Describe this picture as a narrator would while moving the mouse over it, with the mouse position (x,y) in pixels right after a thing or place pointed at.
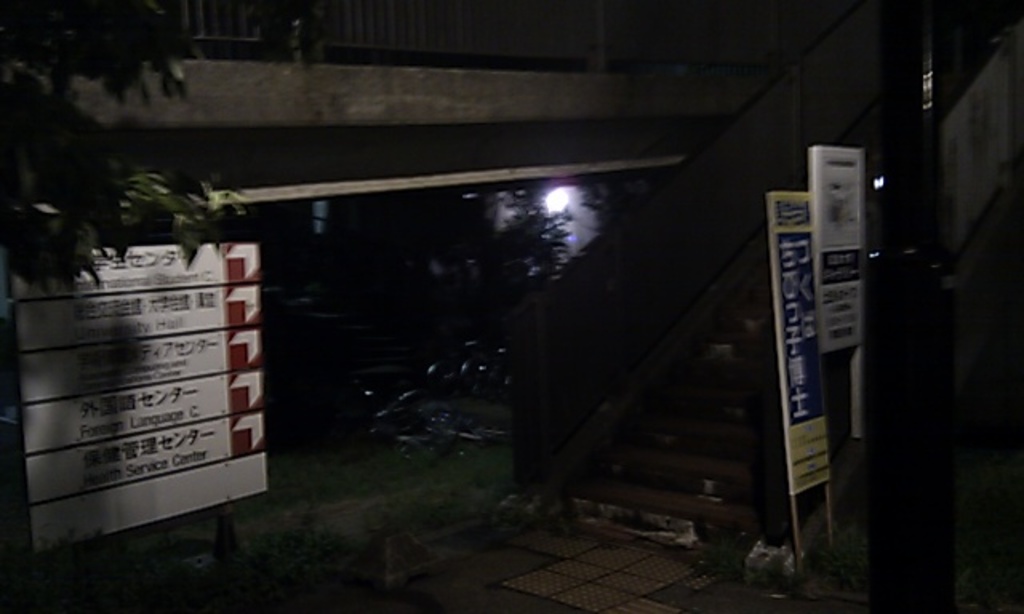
In this image I can see the grass (407,482). On the left (193,383) and right side (806,312), I can see the boards (159,410) with some text (790,361) written on it. I can also see the stairs (676,447). In the background (460,399), I can see the vehicles (437,405). I can also the trees (489,246).
